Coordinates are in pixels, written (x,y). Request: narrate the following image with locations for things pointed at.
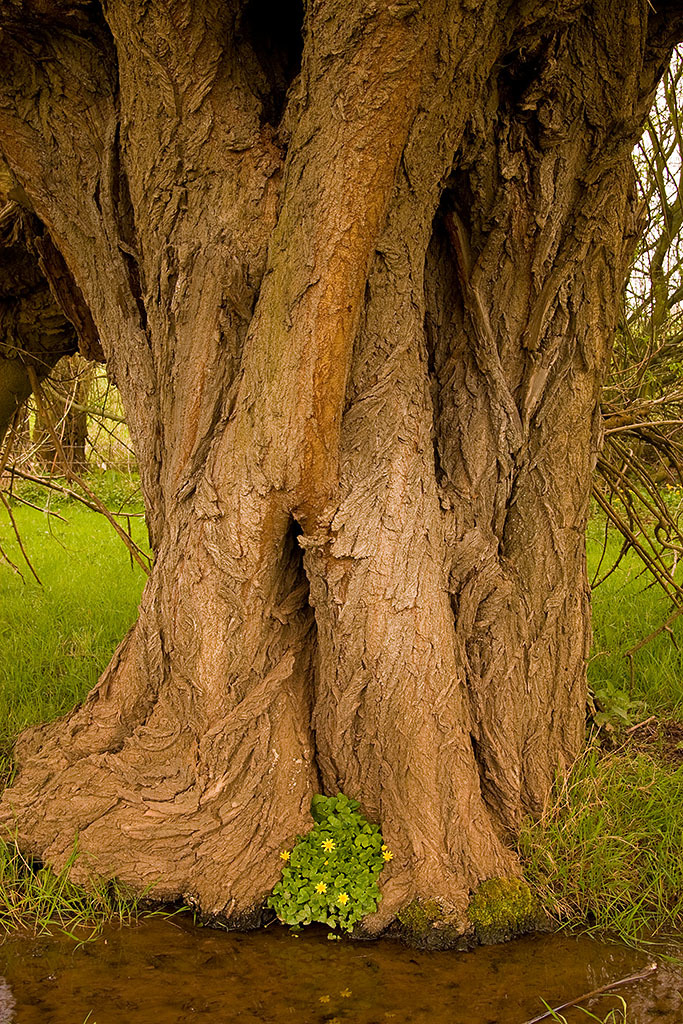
In the image there is a tree trunk (342,475). On the ground (628,660) there is grass (628,660) and also there are small plants (333,861) on the ground (628,660).
